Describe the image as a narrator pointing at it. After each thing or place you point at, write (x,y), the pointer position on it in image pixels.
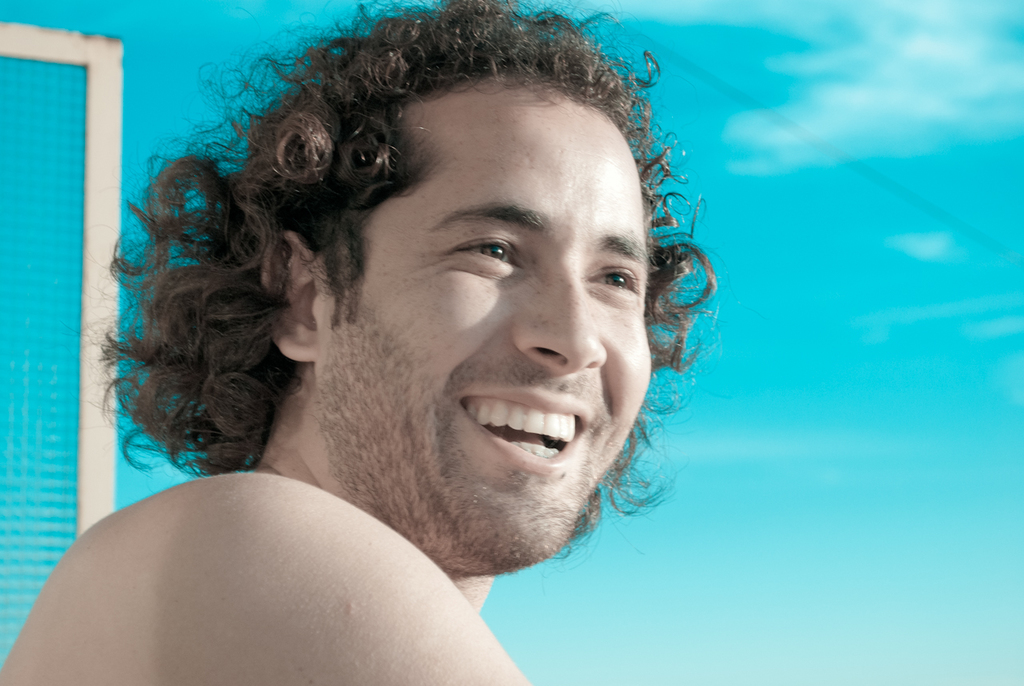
In the image there is a man (434,292), he is smiling and behind the man (521,34) there is a sky (805,362).
